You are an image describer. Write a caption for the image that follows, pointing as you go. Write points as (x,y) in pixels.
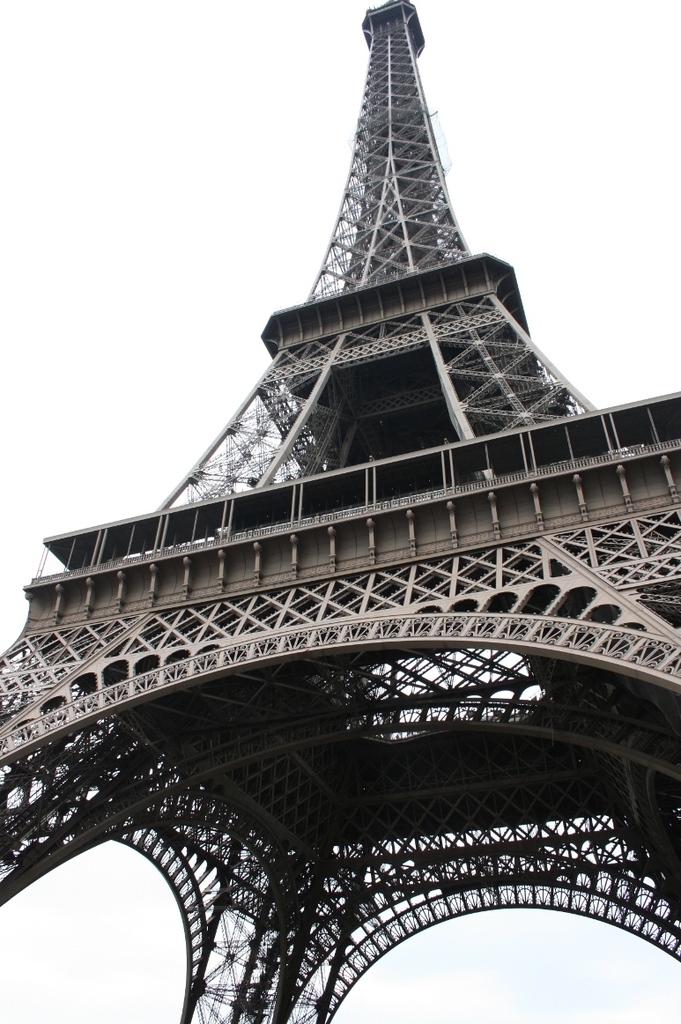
In this image there is a picture of a Eiffel tower (386,406).
